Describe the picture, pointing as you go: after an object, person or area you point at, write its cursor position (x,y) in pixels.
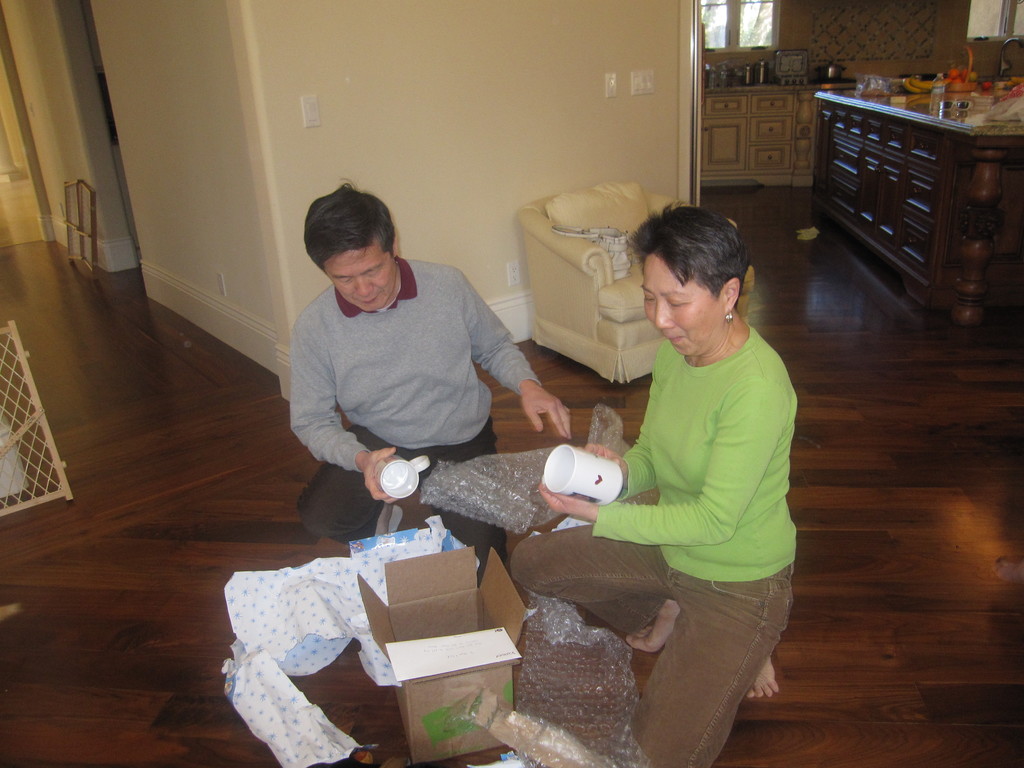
In this image we can see two people (621,515) holding cups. At the bottom (488,712) there is a cardboard box (371,601) and covers (349,742). On the right (881,104) there are counter tops (929,206) and we can see some objects (933,78) placed on the countertops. There is a couch (627,382). In the background (263,251) there are walls (443,123) and a window (741,43). On the left (34,399) there is a gate (15,415).
